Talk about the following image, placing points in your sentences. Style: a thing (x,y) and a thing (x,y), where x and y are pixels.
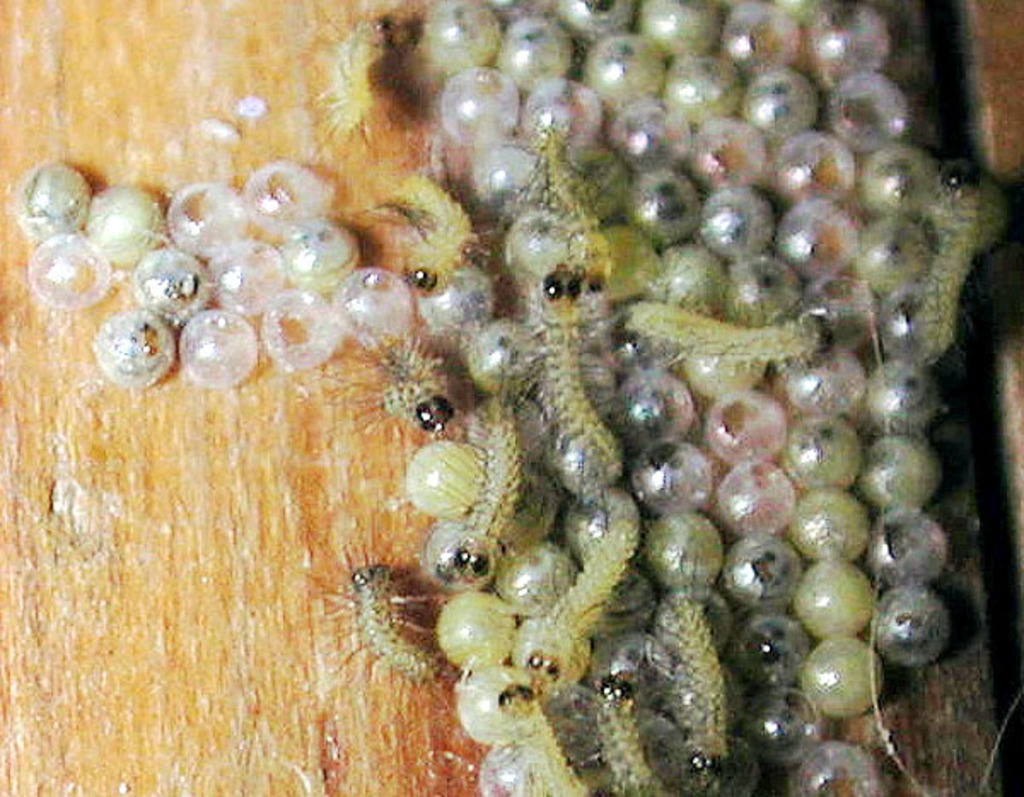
In this image there is a wooden stick (264,529) and there are many eggs (216,249) of insects (422,281) and there are few insects (623,711).
